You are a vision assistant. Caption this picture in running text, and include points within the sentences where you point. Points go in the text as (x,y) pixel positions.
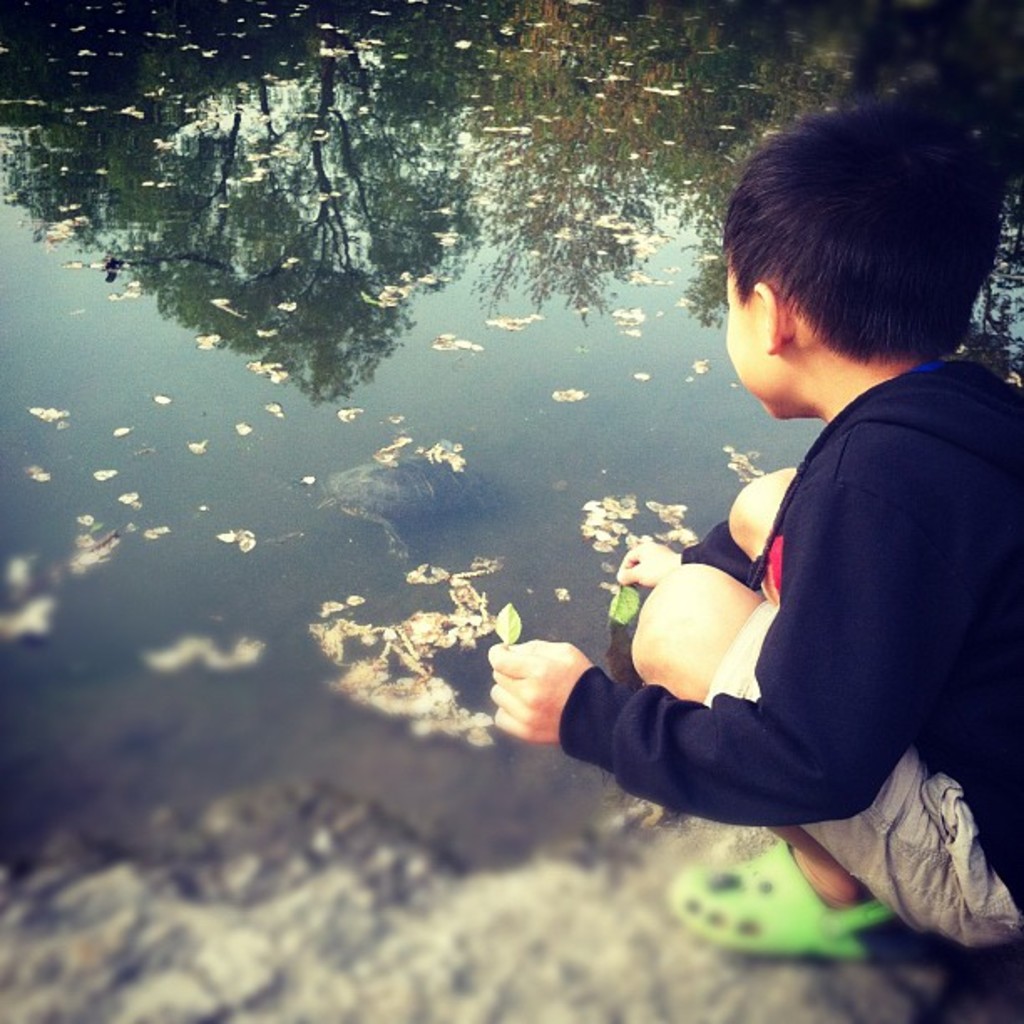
In this image I can see a child (829,636) wearing black and white dress (891,687) and green colored footwear (818,891) is sitting and holding few leaves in his hands (575,655). In the background (426,169) I can see the water (388,138) and on the water (359,239) I can see the reflection (287,242) of few trees (265,298) and the sky (352,398).
